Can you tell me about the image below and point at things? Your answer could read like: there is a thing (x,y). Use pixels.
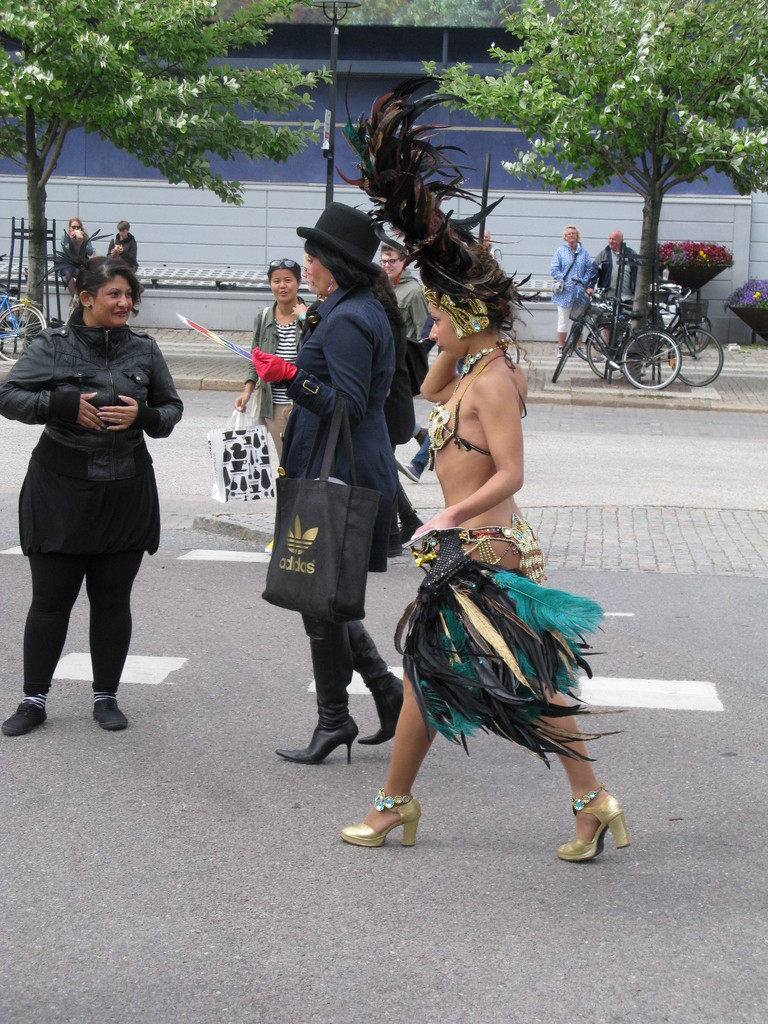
In this image we can see some people (434,520) on the road (244,546). In the background of the image (326,204) there are trees (156,114), people (569,239), bicycle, flowers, poles (333,50) and other objects (460,203). At the bottom of the image (413,913) there is the road (352,932).
